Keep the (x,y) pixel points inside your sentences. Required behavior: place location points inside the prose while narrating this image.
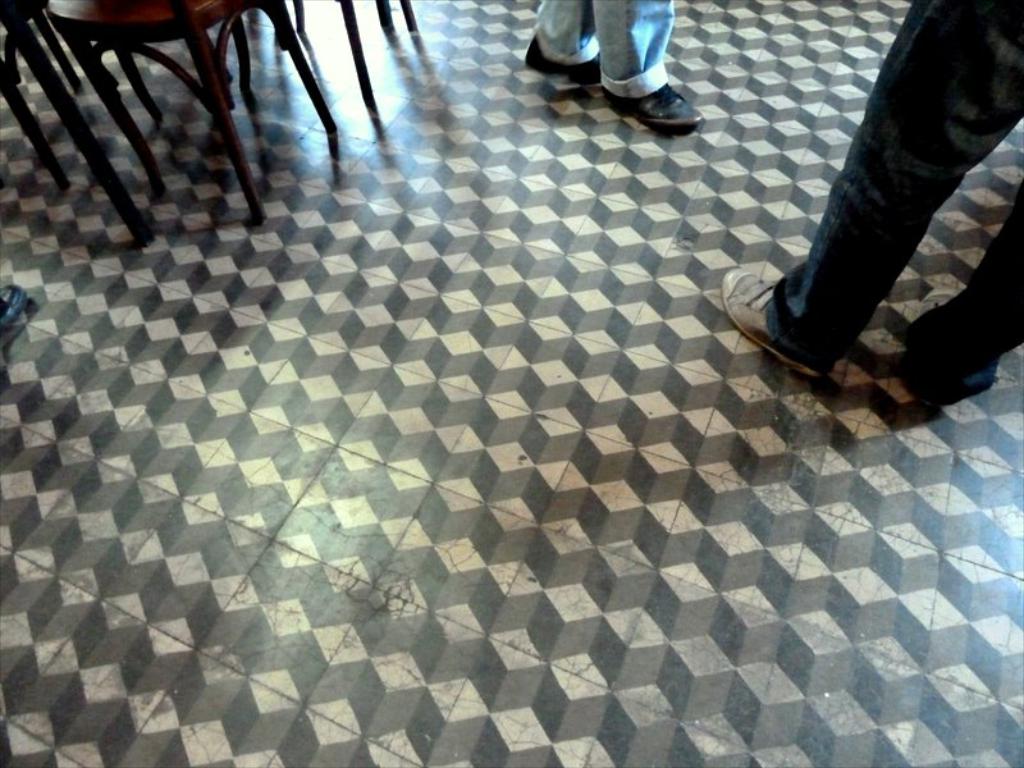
This picture shows legs (553,48) of two people (947,77) and chairs (80,16).
